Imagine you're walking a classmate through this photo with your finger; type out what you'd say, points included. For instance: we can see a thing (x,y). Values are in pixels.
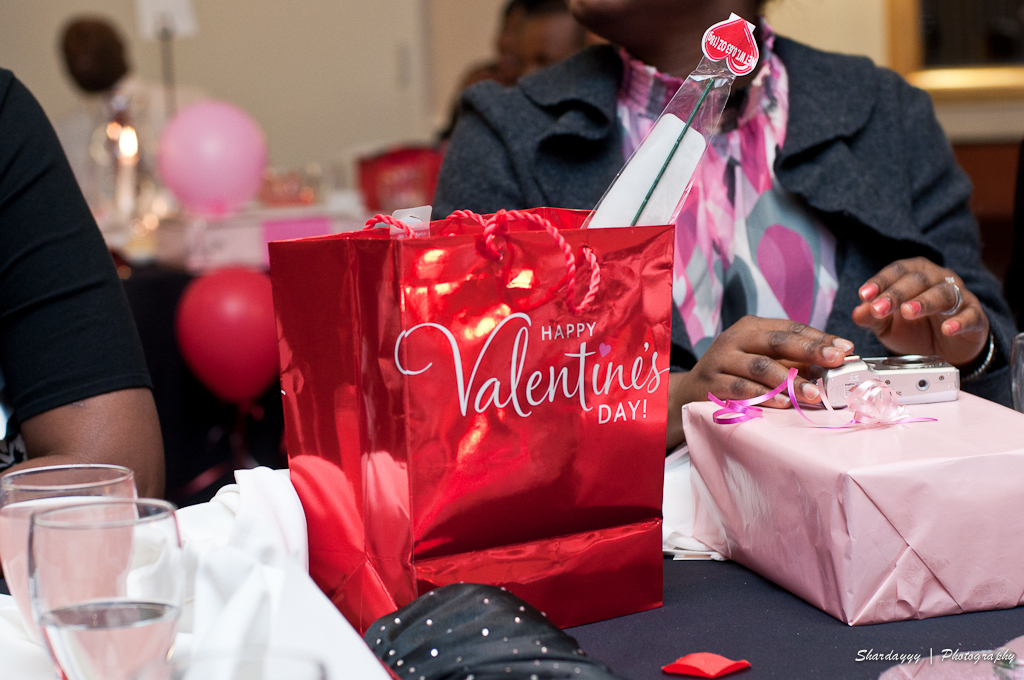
There is a person (512,185) sitting and we can see bag (564,401), box (942,541), glasses (35,507), cloth (257,568) and some objects (508,618) on the table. Background (349,139) we can see person (558,55), balloons (247,131) and wall (348,121).
